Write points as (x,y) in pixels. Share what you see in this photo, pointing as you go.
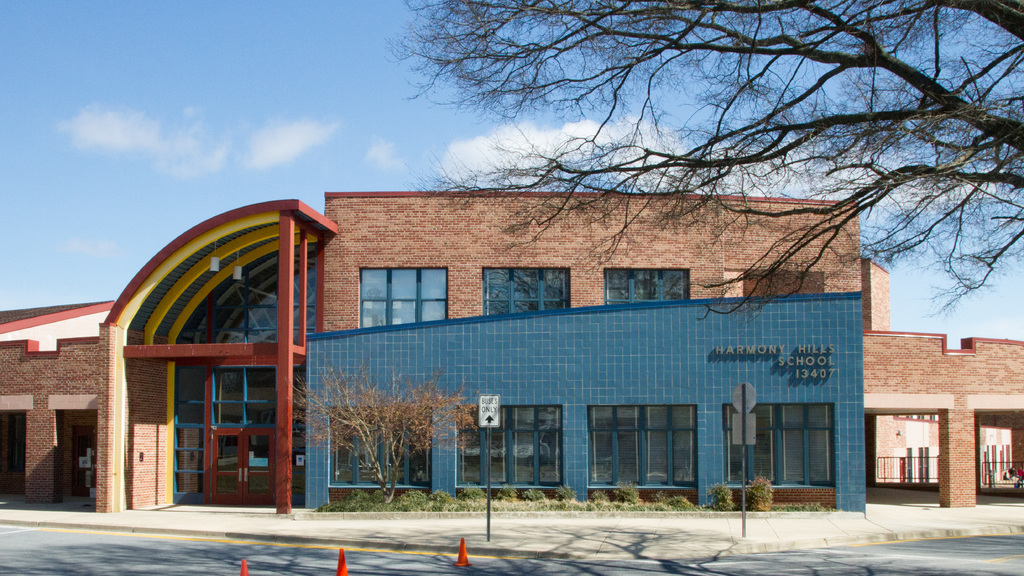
In this picture we can see a building (495,385), in front of the building (557,314) we can see trees (422,432), sign boards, metal rods (744,478) and road divider cones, in the background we can see clouds (734,190).
